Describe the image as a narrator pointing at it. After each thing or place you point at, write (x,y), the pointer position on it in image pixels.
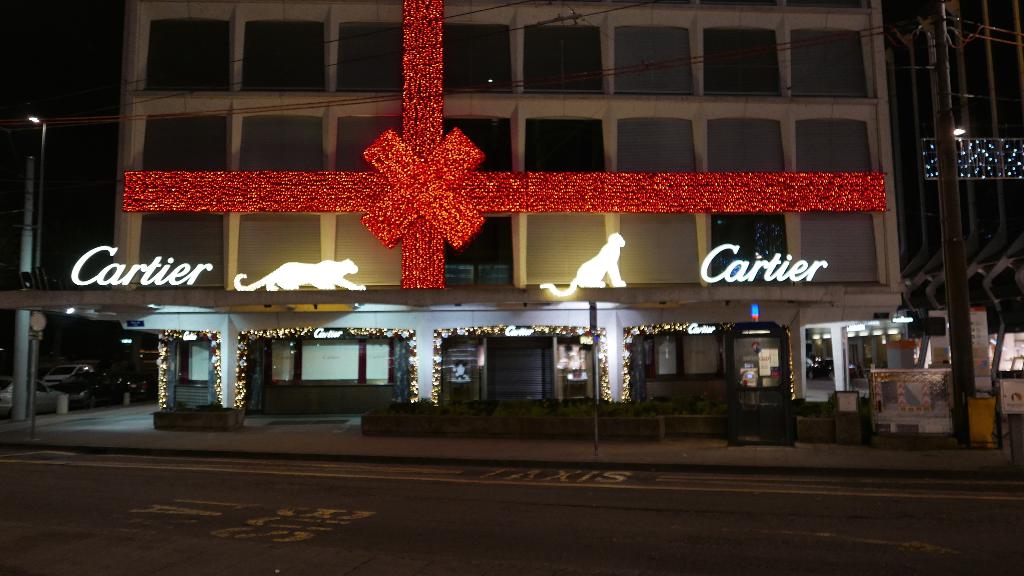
In this picture we can see the road (448,518) and in the background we can see a building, poles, lights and some objects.
